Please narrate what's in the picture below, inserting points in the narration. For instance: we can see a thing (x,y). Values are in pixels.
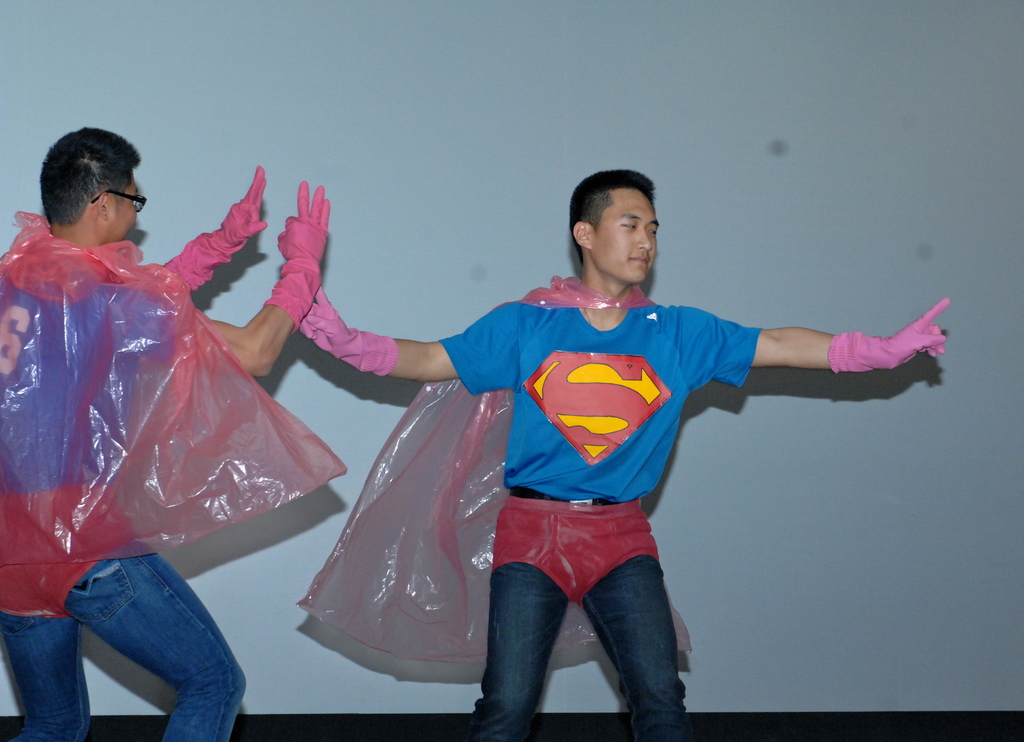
In this picture we can see two men (5,416) wore gloves (905,340) and dancing and in the background (838,223) we can see wall (845,142).
